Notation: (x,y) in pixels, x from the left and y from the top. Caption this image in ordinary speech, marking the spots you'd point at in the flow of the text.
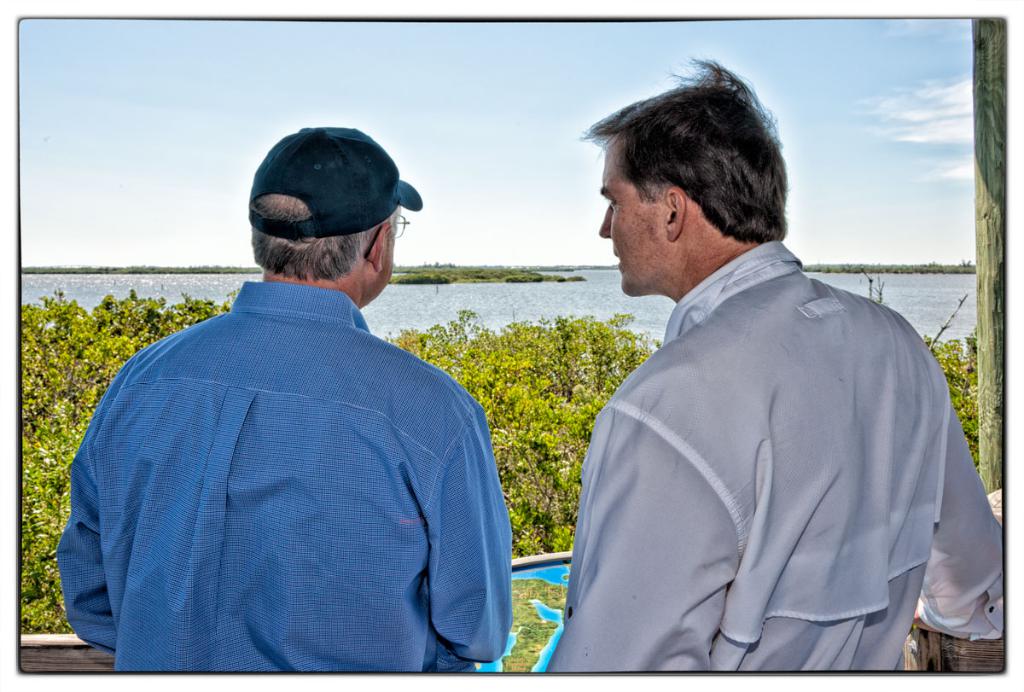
In the image there are two men (374,381) standing in verandah (557,614) and in front of them there is sea (493,303) with plants (578,457) in front of it and above it sky (567,97) with clouds (920,129).
